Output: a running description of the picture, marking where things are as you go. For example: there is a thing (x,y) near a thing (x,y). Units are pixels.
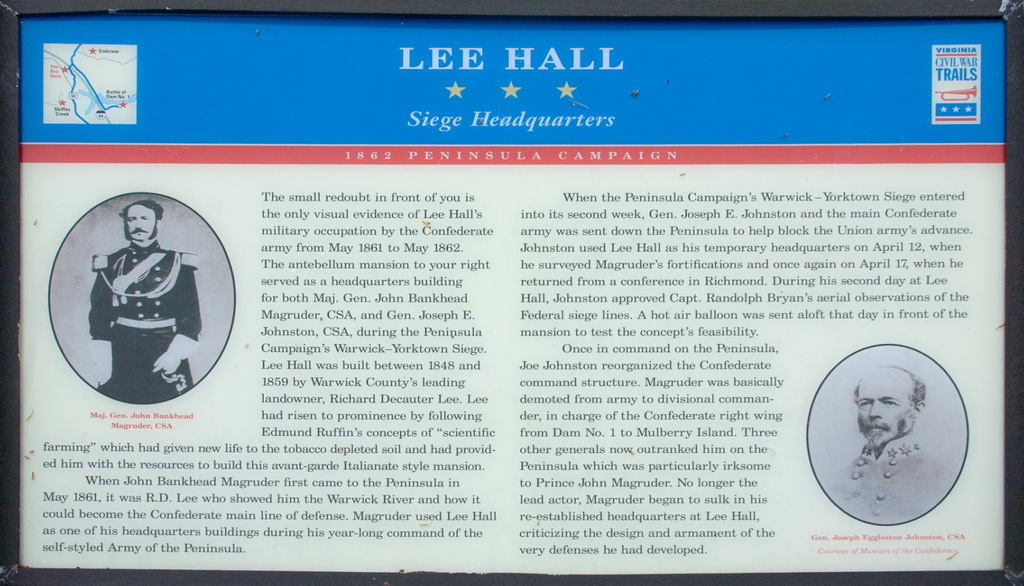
In this image, there is a sign (256,114), on that at the top (450,82) there is LEE HALL and SIEGE HEADQUARTERS AND THERE ARE 3 STARS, there are some pictures (155,398) and there is some text (410,389).
